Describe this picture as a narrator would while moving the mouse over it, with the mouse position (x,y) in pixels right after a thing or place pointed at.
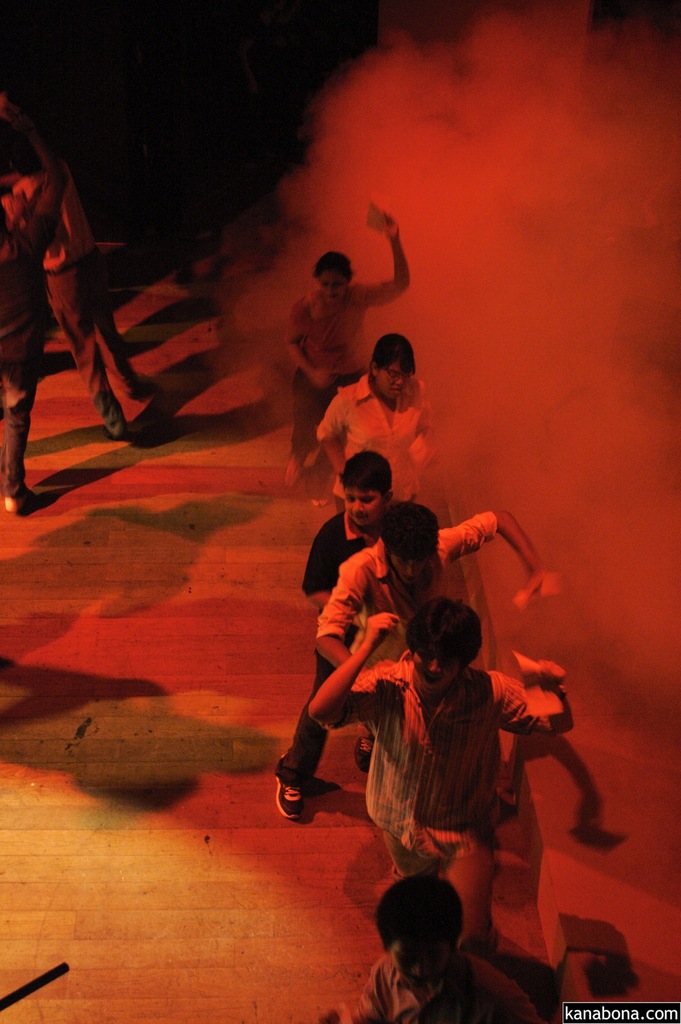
In this picture there are people (339,668) and we can see smoke (529,287). In the background of the image (218,130) it is dark. In the bottom right side of the image (648,1016) we can see text (568,1016).
